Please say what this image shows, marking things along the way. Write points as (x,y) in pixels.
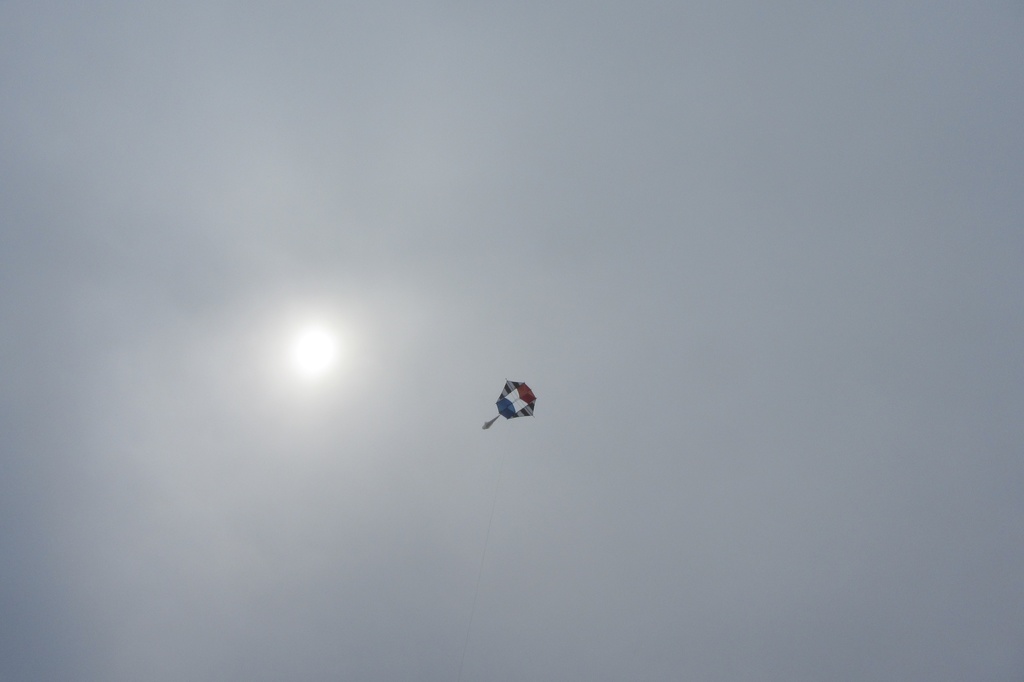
In this picture we can see a kite (527,389) flying in the sky (495,403) and behind the kite (511,404) there is the sun (304,358).
